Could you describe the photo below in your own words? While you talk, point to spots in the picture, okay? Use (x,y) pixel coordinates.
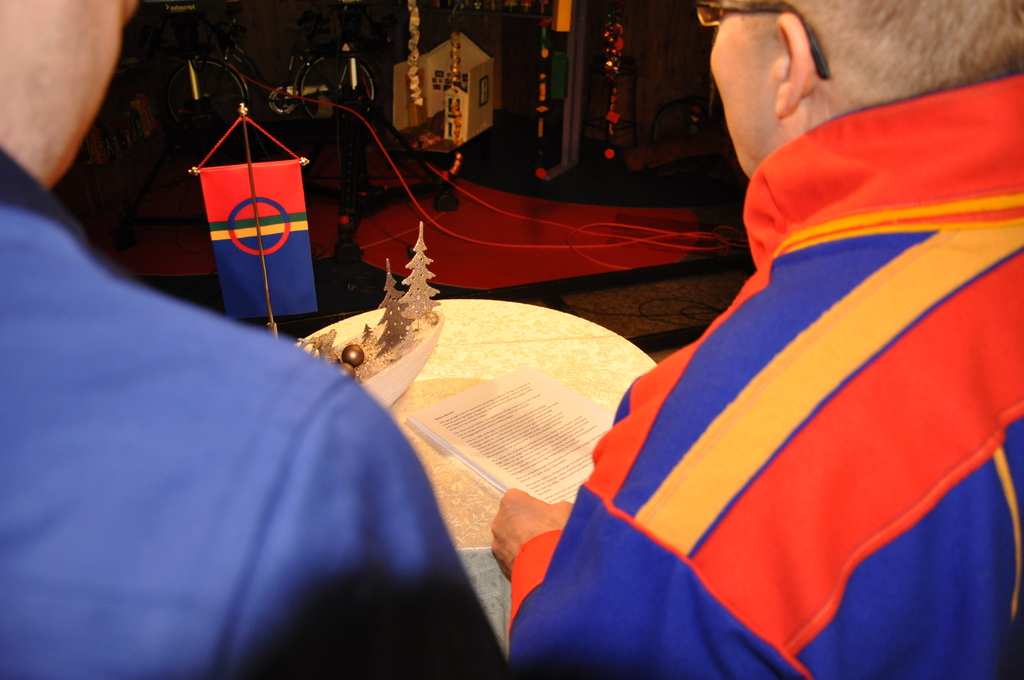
In front of the picture, we see a man (245,533) is wearing a blue jacket (307,471). On the right side (698,581), we see a man (663,486) is wearing a jacket (588,587) which is in blue, yellow and red color. In front of them, we see a table (469,486) on which the papers (449,435) and toy trees (369,334) are placed. Beside that, we see a stand (193,171) and a cloth (243,223) in blue, red, yellow and green color. In the background (313,113), we see the bicycles (305,110) and a wall (586,77). This picture might be clicked in the dark.
